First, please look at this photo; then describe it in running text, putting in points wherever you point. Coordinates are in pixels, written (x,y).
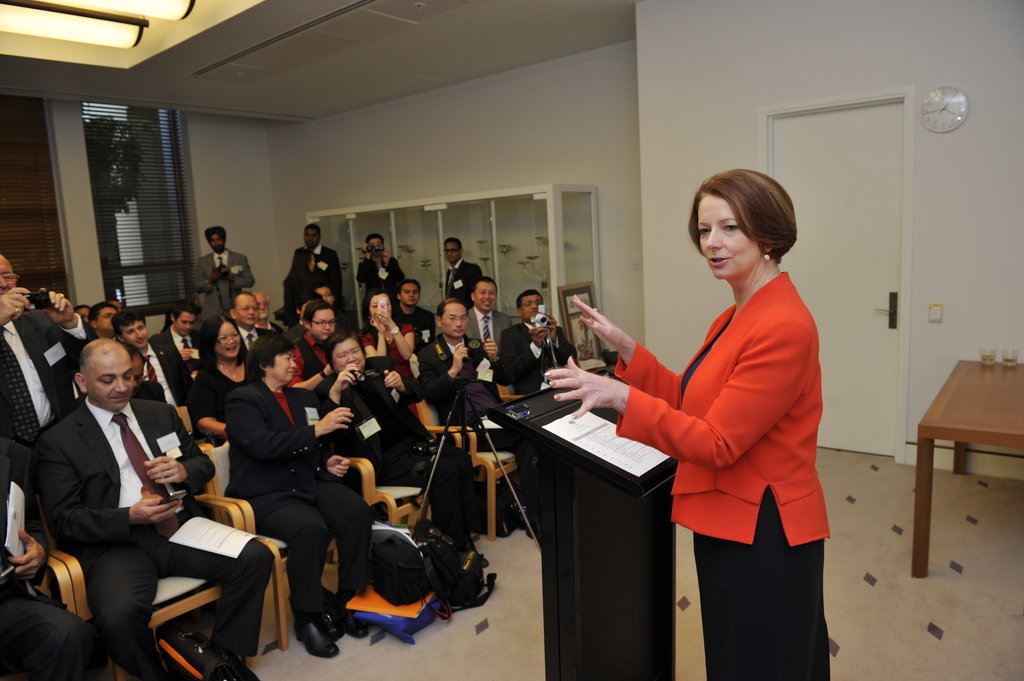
In this image we can see a woman (746,468) standing on the floor (680,536) near a speaker stand (633,541) with a paper (580,433) on it. On the right side (864,418) we can see a door (853,387), some glasses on a table (1004,419) and a clock (931,110) hanged to a wall (921,141). On the left side (323,469) we can see a group of people (402,429) sitting on the chairs (408,489) holding the cellphones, papers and cameras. On the backside (239,288) we can see some windows (187,272), a group of people (198,280) standing holding the cameras (377,250), a photo frame (573,320) and some ceiling lights (107,39) to a roof (252,46).
